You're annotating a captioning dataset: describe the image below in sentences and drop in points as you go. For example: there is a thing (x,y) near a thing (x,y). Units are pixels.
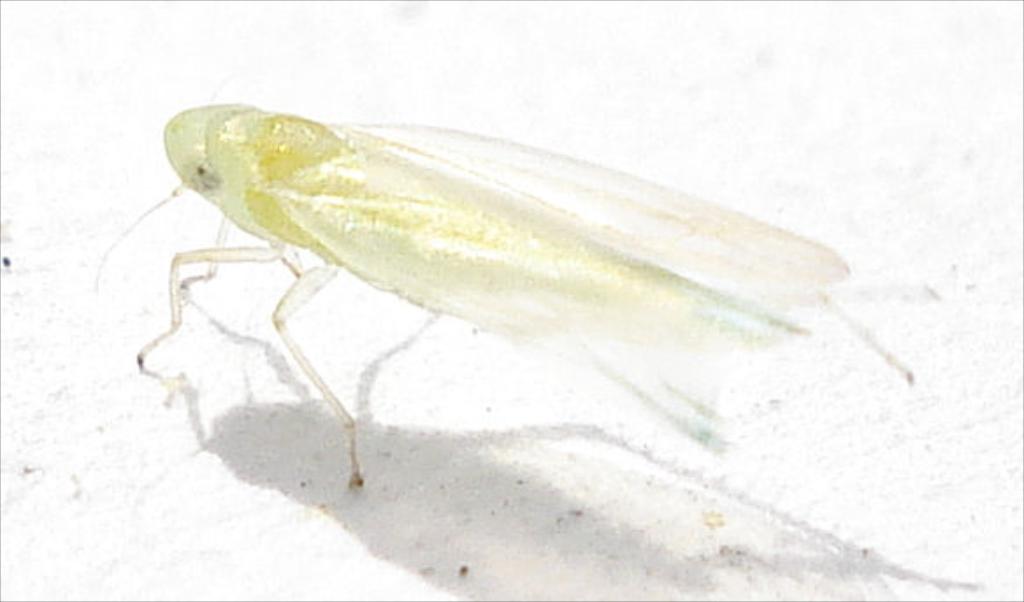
In this image, I can see an insect (357,444). The background (368,326) looks white in color.
